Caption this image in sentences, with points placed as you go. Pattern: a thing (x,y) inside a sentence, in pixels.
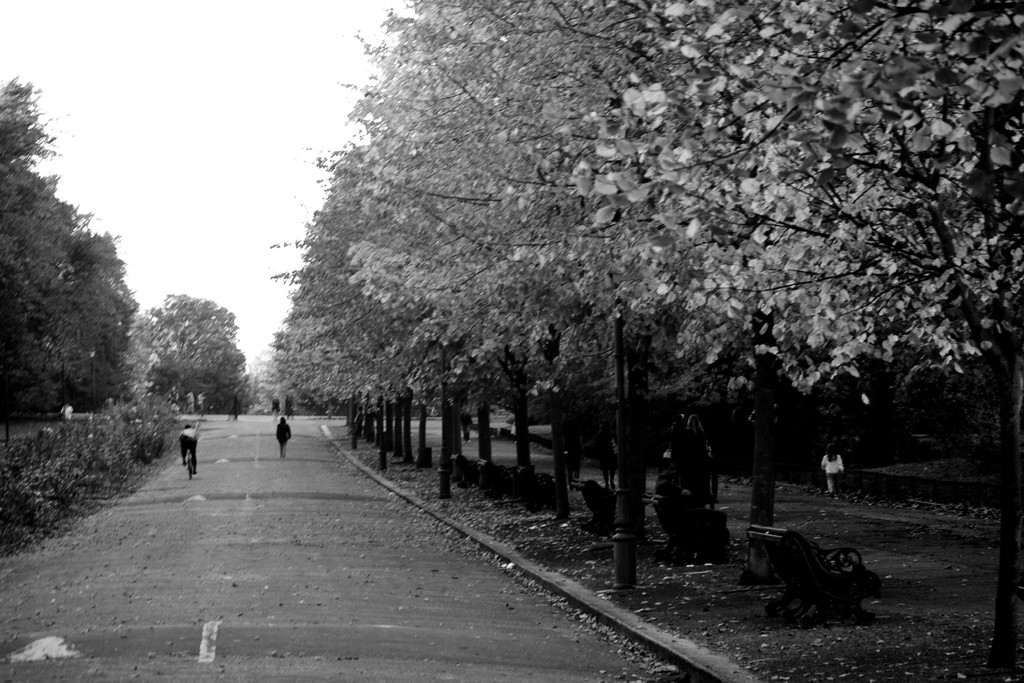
This is a black and white image and here we can see trees (677,271) and at the bottom (490,463), there are chairs (823,568) and we can see people (282,444) and one of them is riding on the bicycle (189,463) and there is road (438,626) and some plants (127,445).
